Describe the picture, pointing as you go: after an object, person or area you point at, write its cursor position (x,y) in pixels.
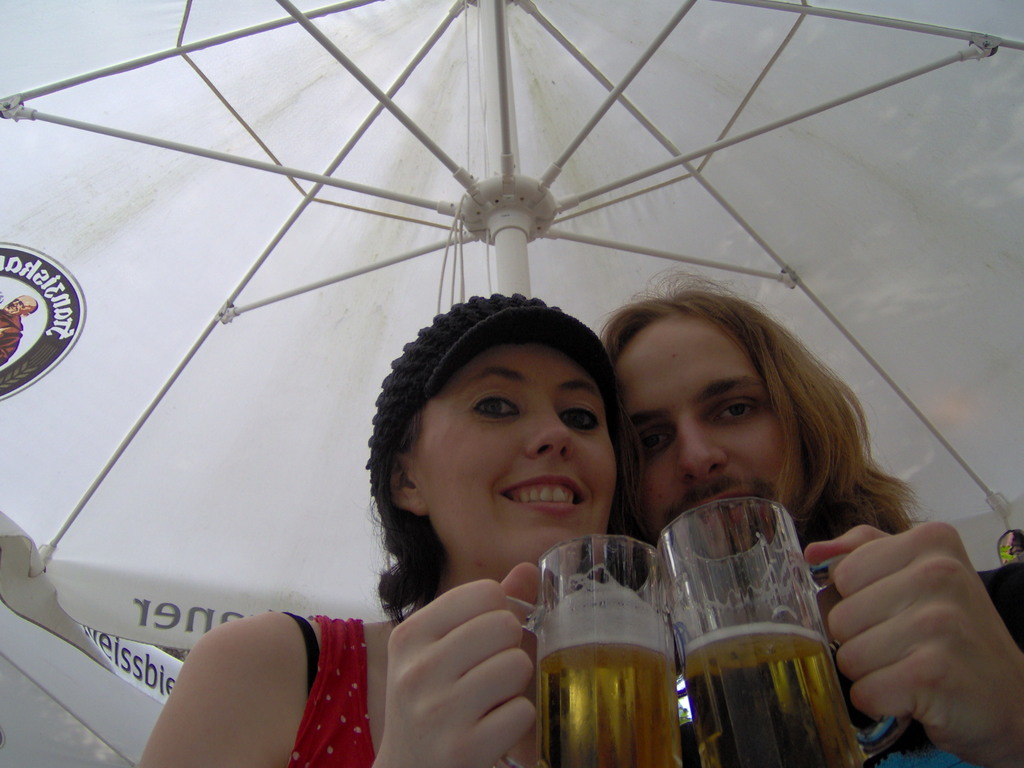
In this image, there are two persons (831,410) standing and holding a glass (753,640), who are half visible and both are under the umbrella tent (317,291). This image is taken outdoors.
